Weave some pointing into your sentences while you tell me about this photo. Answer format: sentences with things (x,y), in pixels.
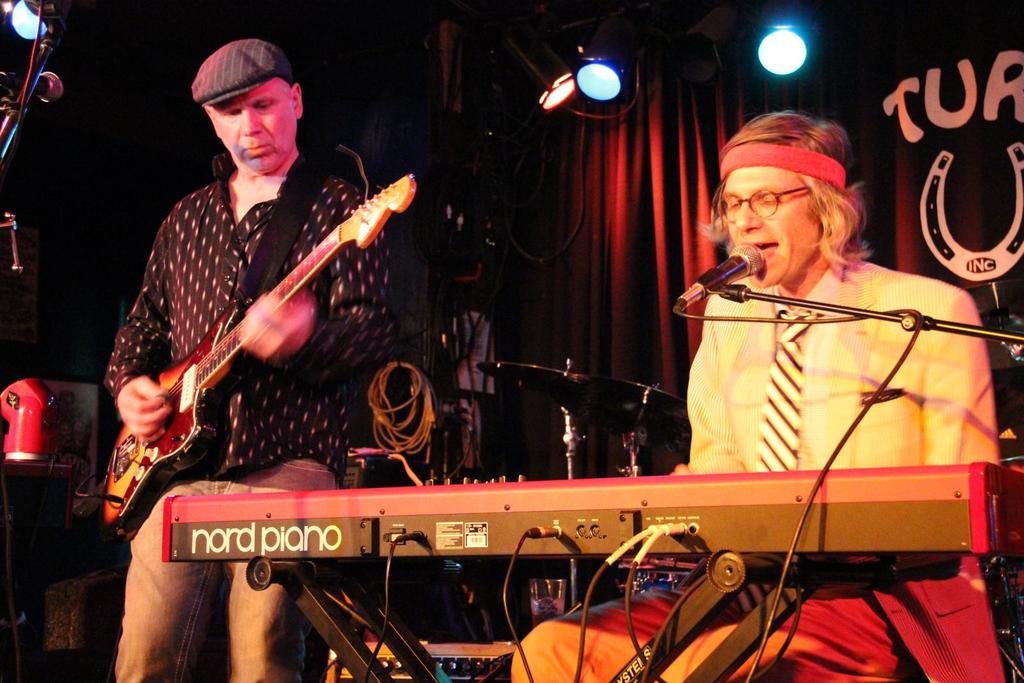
In this image I can see two persons (201,257). The person (822,372) who is on the right side (821,364) is singing a song. The man (205,269) who is on the left side (201,347) is standing and playing a guitar (183,438). In the background (568,146) I can see lights (607,80) and curtain (605,198). On the bottom of this image (445,531) I can see some musical instruments (771,516).
